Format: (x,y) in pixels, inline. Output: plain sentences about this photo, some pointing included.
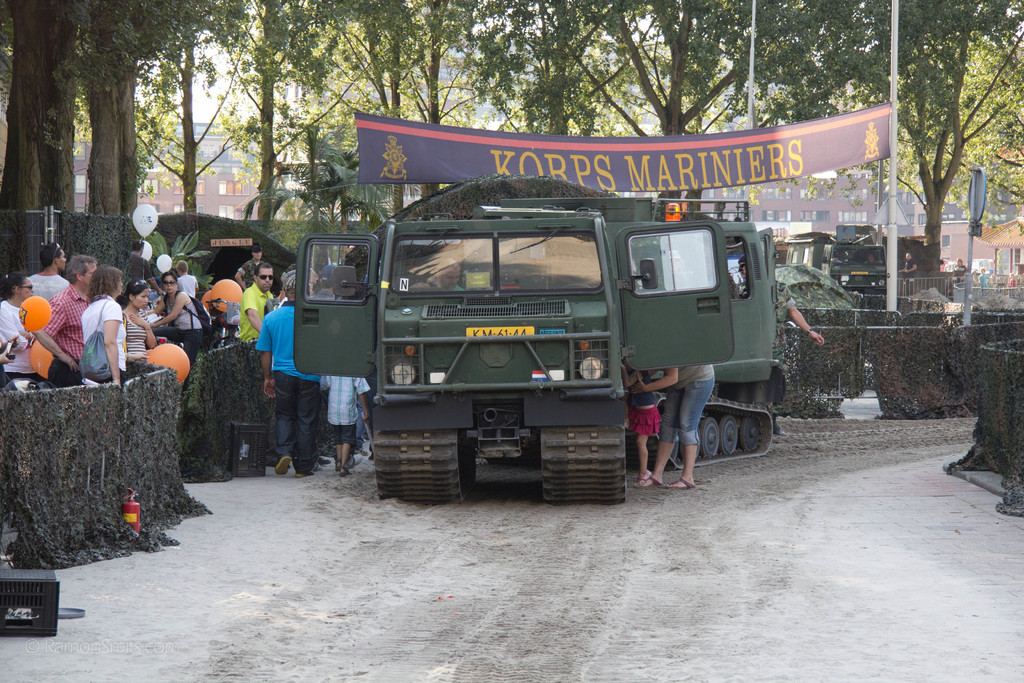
There are persons (127,307) on the ground (630,491). Some of them are holding orange color balloons (41,317), near a green color vehicle (689,355) which is on the road (756,468) and is near a woman (666,410) who is holding a baby (646,404) on the road (652,489). In the background (805,154), there is a banner (370,140) which is attached to a pole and a tree (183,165), there are trees (176,144), buildings (986,249) and other objects (971,235).
